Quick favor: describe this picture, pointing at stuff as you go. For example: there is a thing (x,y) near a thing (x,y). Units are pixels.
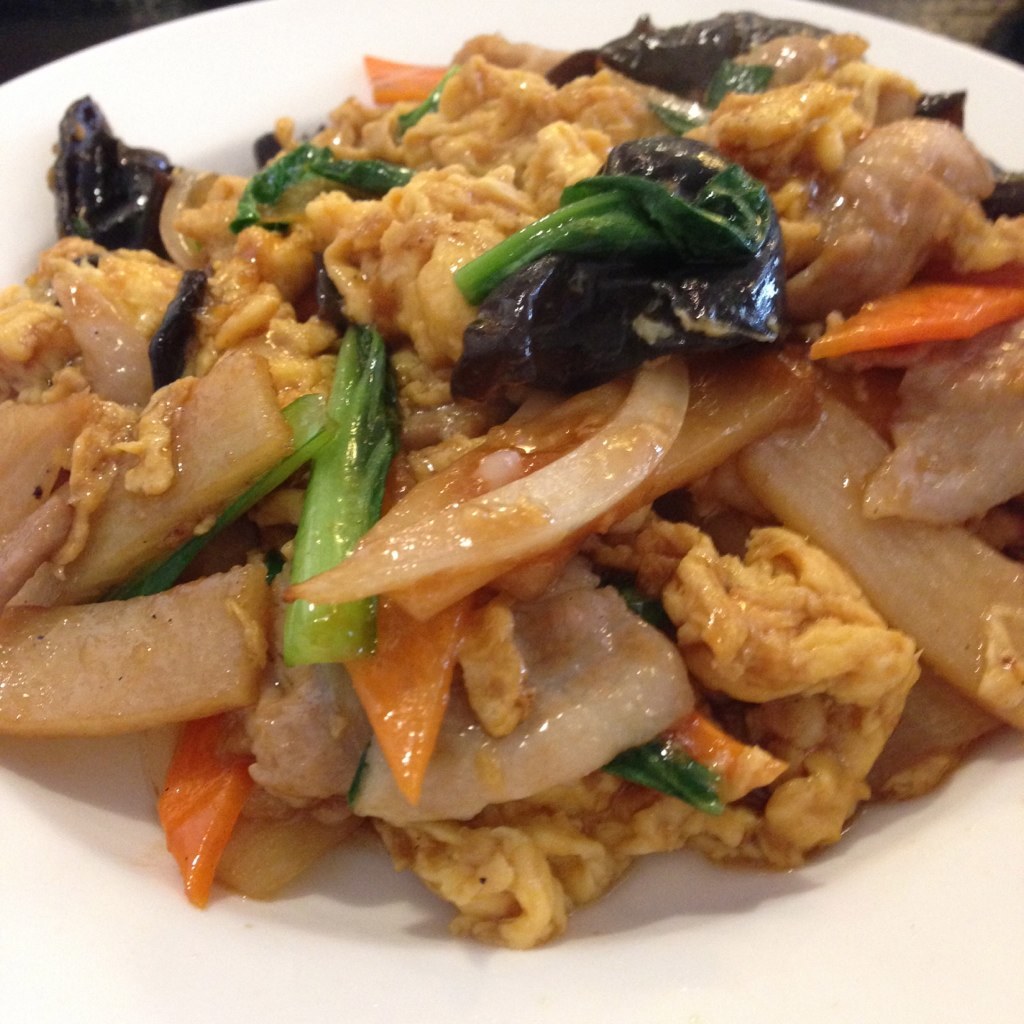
In this image I can see food item (711,652) on the plate (458,1009).
